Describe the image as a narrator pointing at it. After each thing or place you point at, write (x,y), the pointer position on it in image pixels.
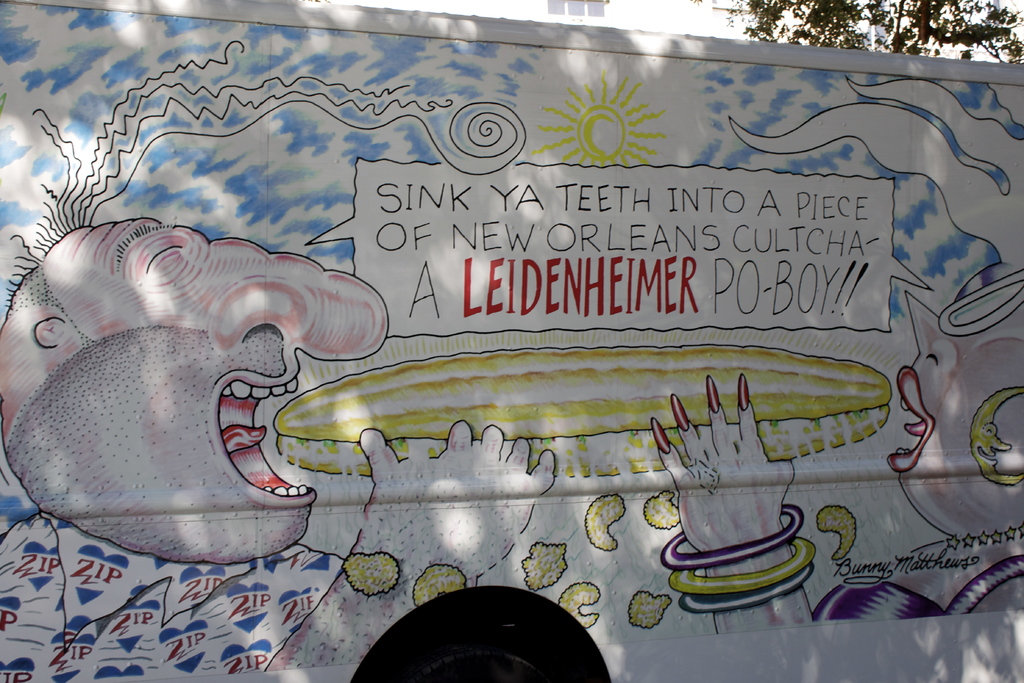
Here is a vehicle (1006,197) where we can see a painting (316,659) on it there are two people (154,526) one on the left (92,426) and other on the right (925,411) in between their mouths (904,423) there is a sandwich (646,454) where both of them are holding it and above the sandwich (538,357) there is a text (800,310) written and above the text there is also a sun (615,147) and the remaining part of the bus (204,48) is painted with blue color.
